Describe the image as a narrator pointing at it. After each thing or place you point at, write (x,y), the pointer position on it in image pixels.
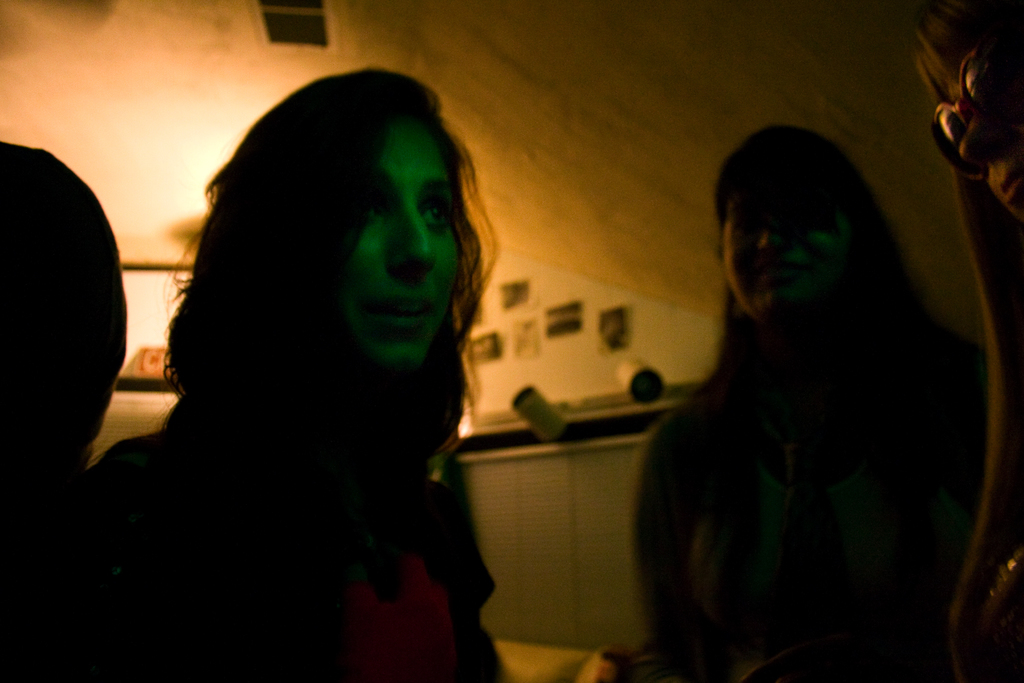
In the foreground of this image (127,513), there are four women (790,541) standing in the dark. In the background (704,209), there is a wall (657,322) and it seems like there are frames (576,315) and lights (645,387) in the background (556,416).
